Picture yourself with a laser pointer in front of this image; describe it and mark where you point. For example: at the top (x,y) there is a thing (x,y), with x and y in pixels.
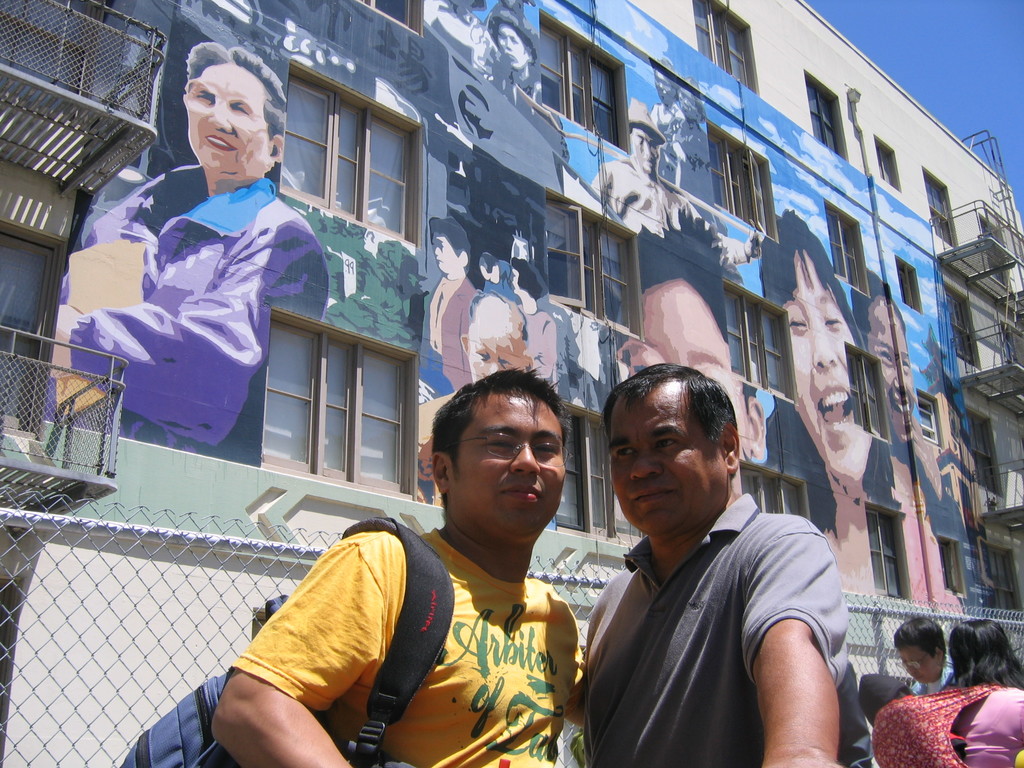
In this picture we can see two men (699,691) standing in the front (495,683), a man (493,679) on the left side (307,725) is carrying a backpack (396,700), on the right side (926,674) there are two more persons (897,724), in the background (872,398) there is a building (799,353), we can see railings (84,99) and windows (375,199) of the building (423,280), we can also see wall painting (656,255), there is sky (960,76) at the right top of the image (967,50).
